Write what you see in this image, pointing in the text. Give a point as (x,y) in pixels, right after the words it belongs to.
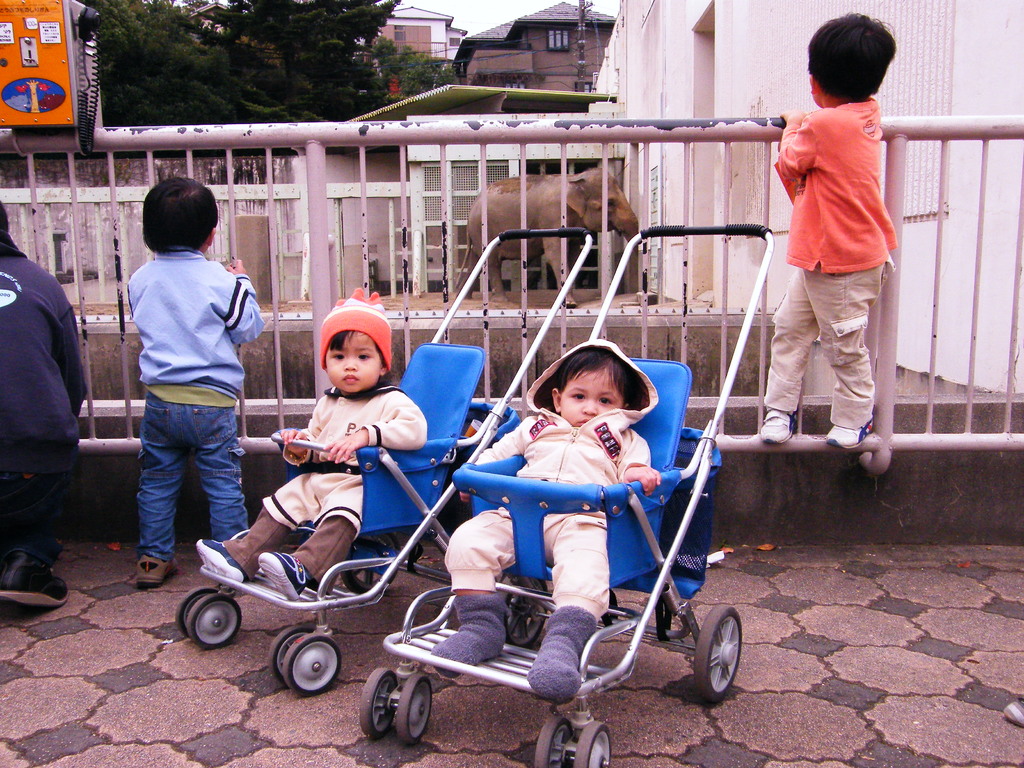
In this picture we can see a group of children's (319,537) on the ground (116,602) and in the background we can see an elephant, fence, buildings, trees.
